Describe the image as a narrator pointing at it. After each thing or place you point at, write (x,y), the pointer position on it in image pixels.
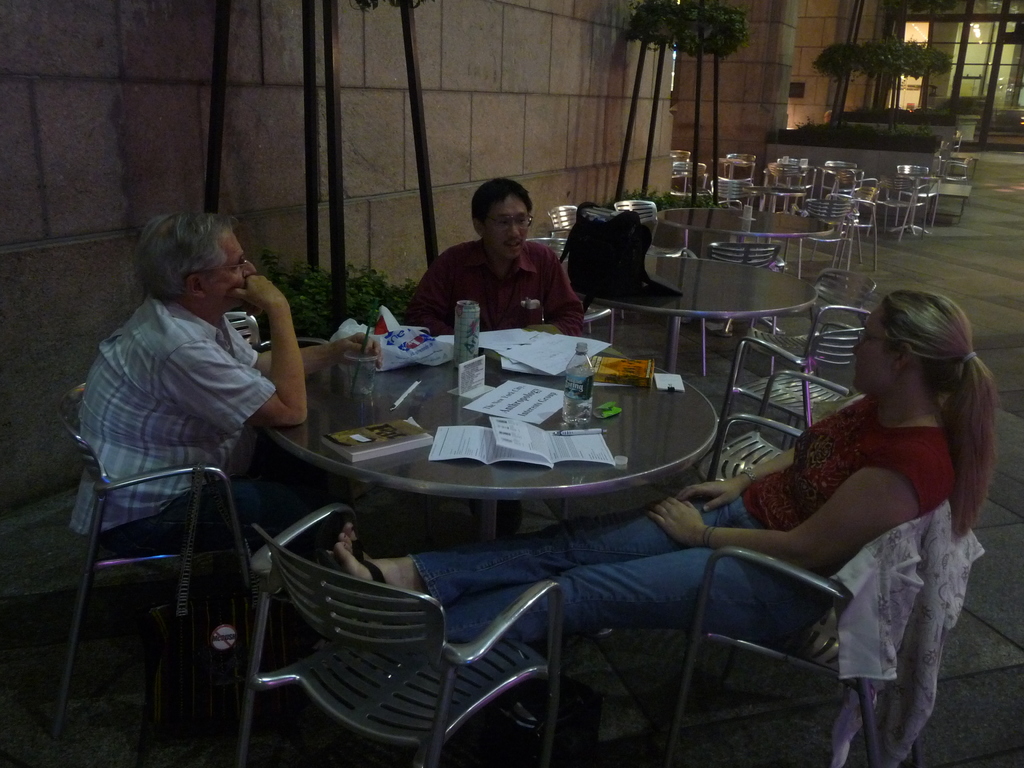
There are two men (147,358) and a woman (552,572) sitting on the chair (79,627) at the table (440,386). We can see papers (513,418), books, glasses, water bottle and a tin bottle (455,334) in the table (391,395). In the background (456,113) there is a building (800,72), poles (332,112), trees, tables (786,228) and chairs (736,194).
